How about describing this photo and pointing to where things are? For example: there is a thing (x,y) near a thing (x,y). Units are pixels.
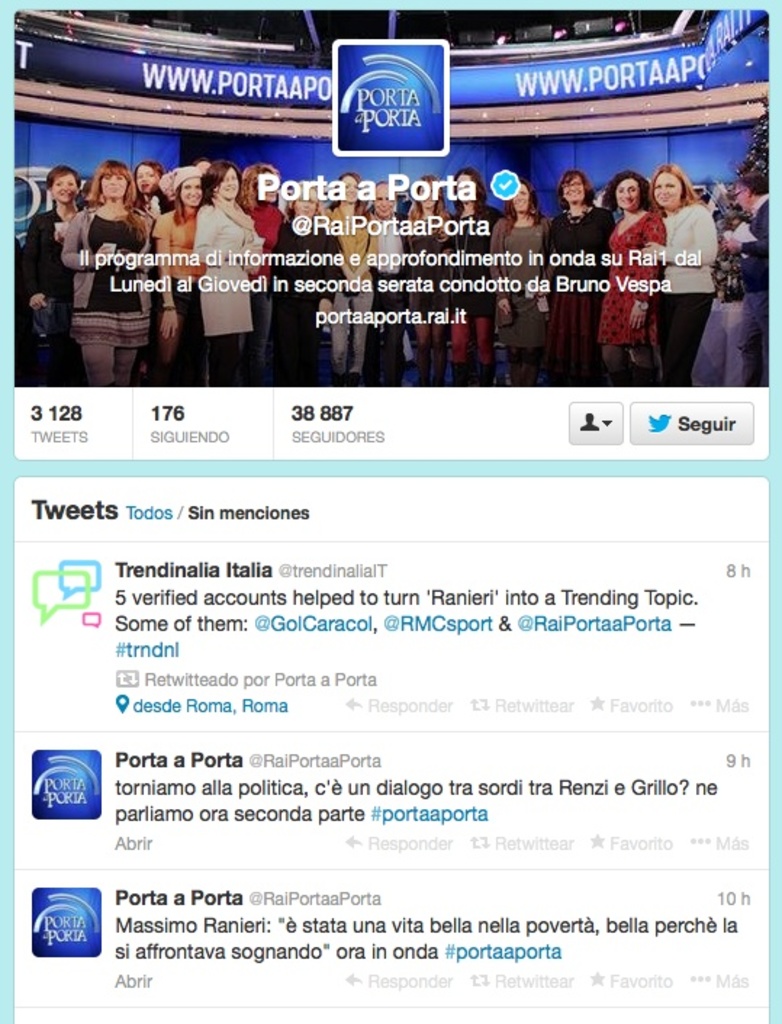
In this image I can see the screenshot (265,433) of the browser (345,410) and in the top (746,105) I can see the picture (176,331) in which there are number of persons (281,330) standing and in the background (654,136) I can see the blue colored wall (543,147), a Christmas tree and a blue colored board (460,91).
